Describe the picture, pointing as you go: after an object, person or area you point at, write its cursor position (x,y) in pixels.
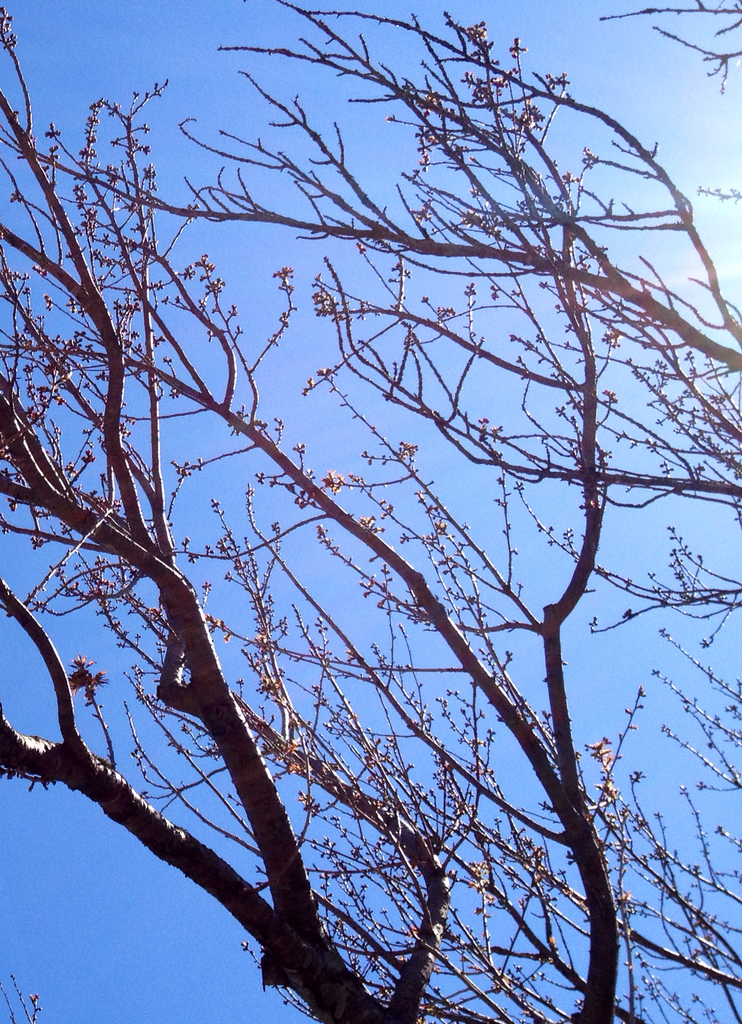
In this picture I can see the trees (494,288) in front (155,401) and in the background (726,584) I can see the clear sky (596,84).
